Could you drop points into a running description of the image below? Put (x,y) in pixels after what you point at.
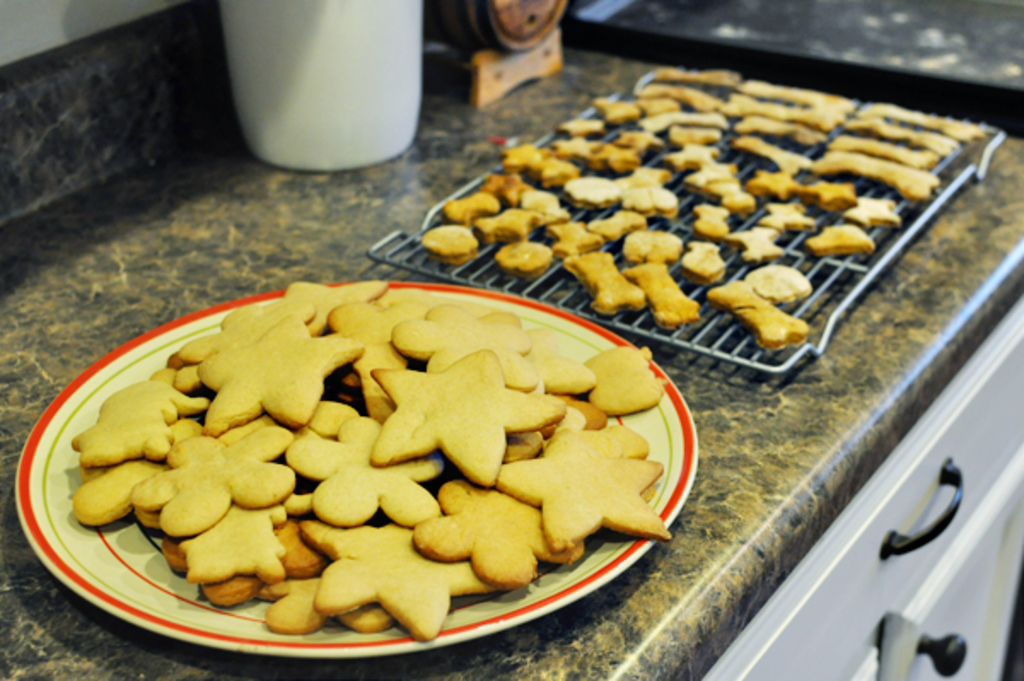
These are the biscuits (370,471) in a white color plate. In the right side (828,147) it is a grill (777,157).
